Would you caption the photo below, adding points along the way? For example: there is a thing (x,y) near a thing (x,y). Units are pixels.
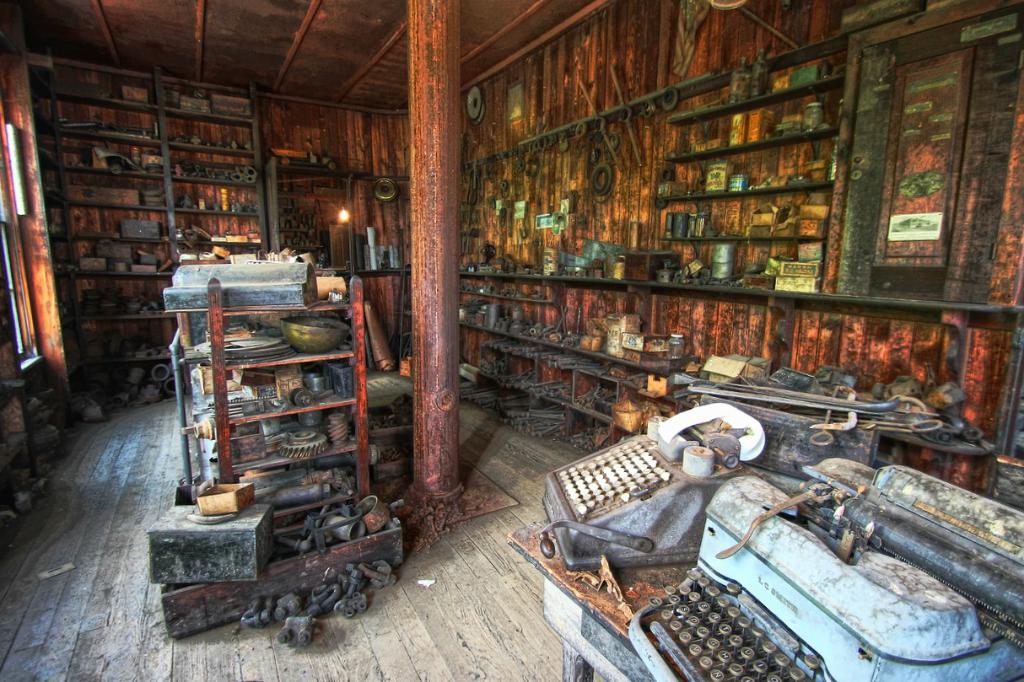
In this picture we can see some racks (216,184), there are some things (139,167) present on these racks (302,211), at the right bottom (820,599) we can see typing machines (747,604), there is a pillar (444,256) here, in the middle (374,257) we can see metallic things (314,594).
